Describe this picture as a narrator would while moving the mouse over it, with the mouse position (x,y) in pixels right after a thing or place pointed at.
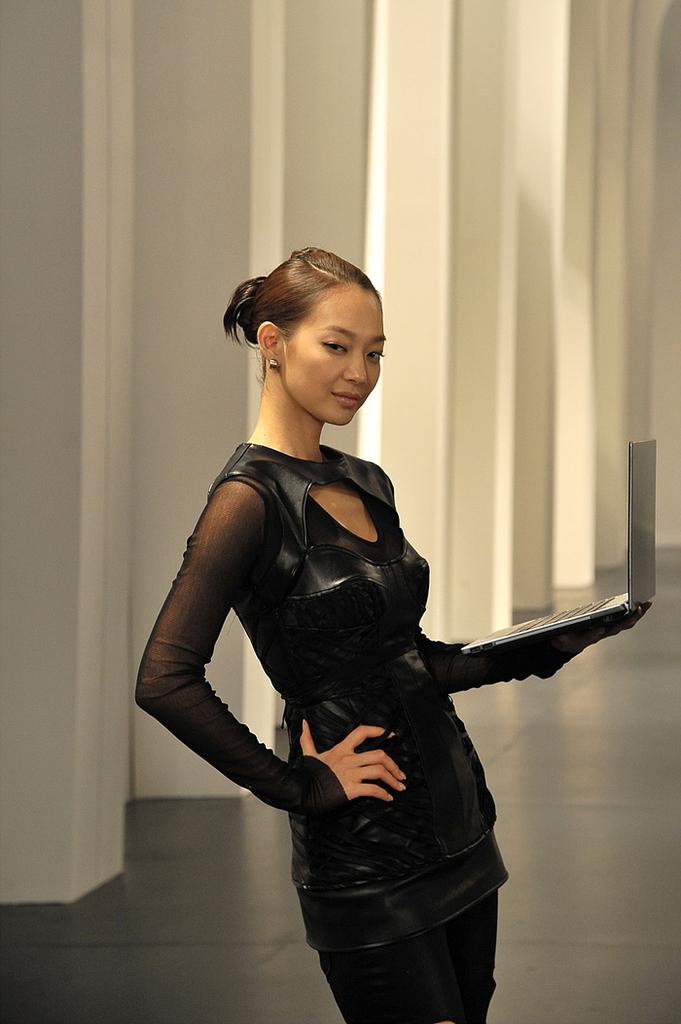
In this image, we can see a person (531,647) holding some object (545,631) is standing. We can see the ground (174,880) and the white background (493,293).
